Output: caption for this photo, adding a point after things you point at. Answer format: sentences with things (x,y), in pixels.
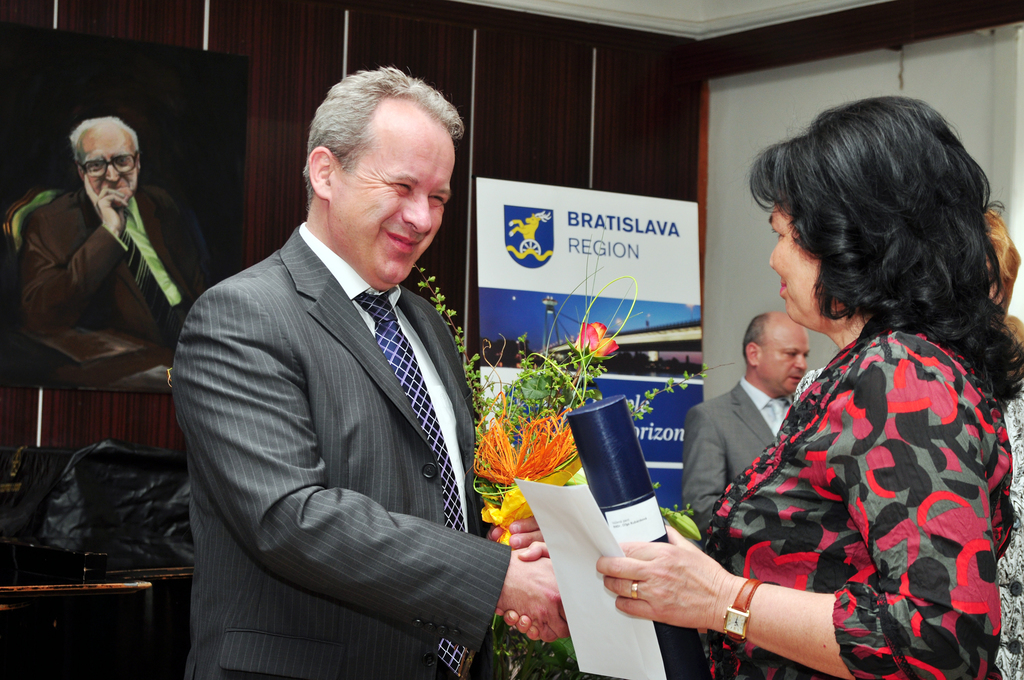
There is a man (345,420) in suit (347,434), standing, smiling and shaking hand (548,561) with a woman (889,290) who is holding a bottle (670,633) and a paper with other hand (679,597). In the background (637,215), there is a hoarding (631,233), near a plant (546,388) and a person (753,409) standing, there is a painting (215,191) on the wooden wall (301,40), there is white wall (744,129) and white color roof (716,30).
